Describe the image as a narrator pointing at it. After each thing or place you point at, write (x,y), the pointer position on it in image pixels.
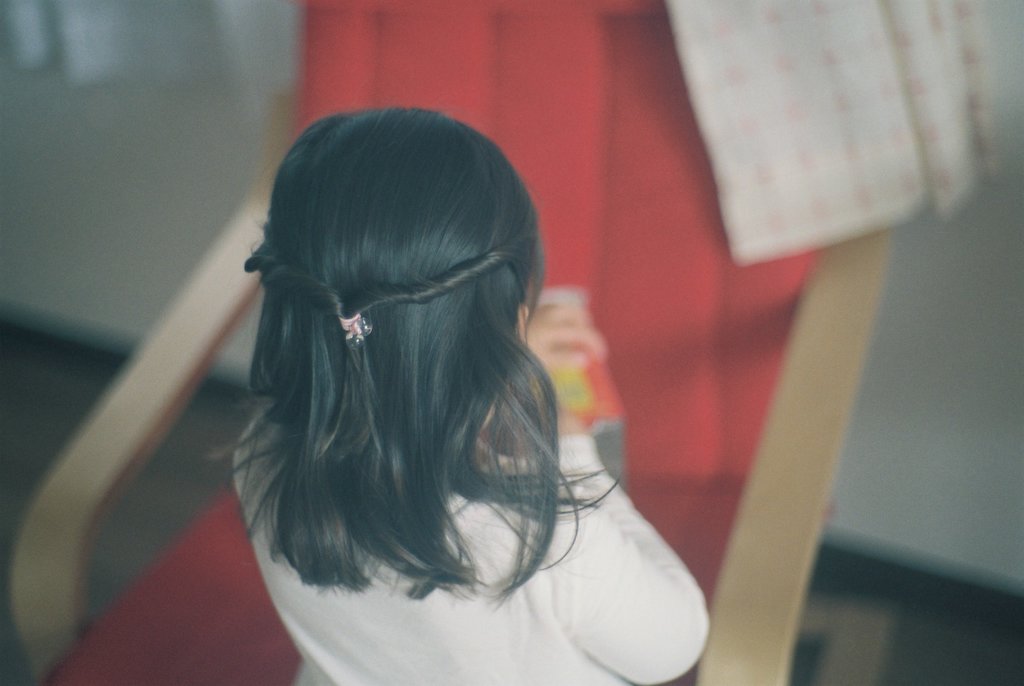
In the center of the image (417,302) there is a girl (398,525) on the floor (6,363). In the background (828,292) we can see chair (250,678) and wall (896,335).
